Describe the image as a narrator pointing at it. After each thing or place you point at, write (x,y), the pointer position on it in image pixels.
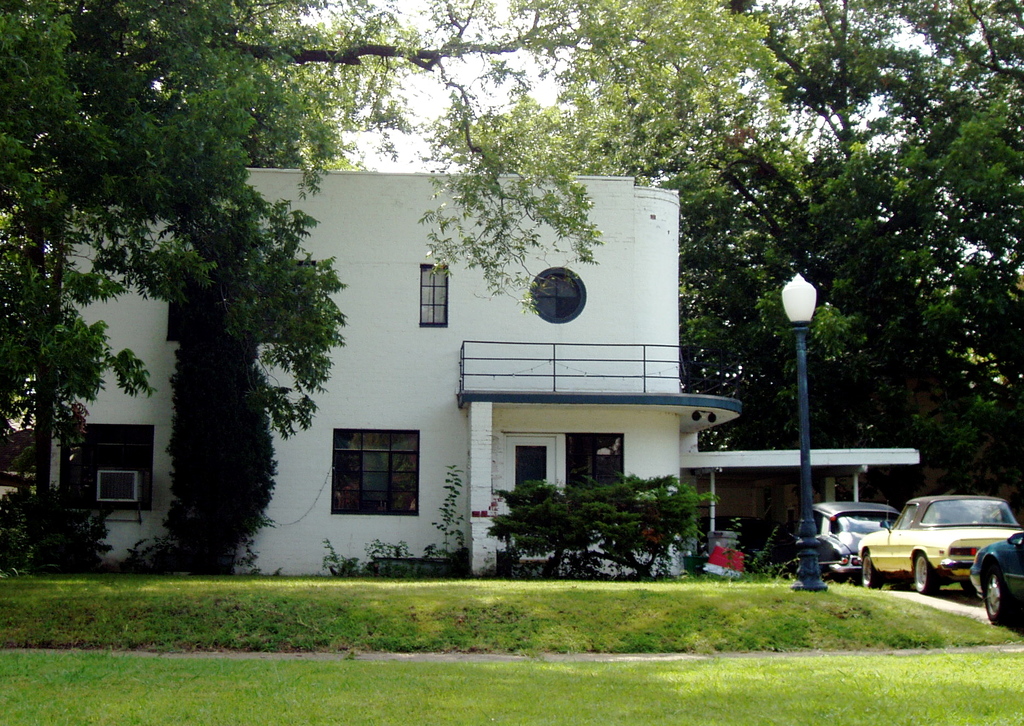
In this image I can see few trees (48,345), building (376,352), windows (362,454), light pole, few vehicles (854,529) and the green grass (477,610). The sky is in white color.
